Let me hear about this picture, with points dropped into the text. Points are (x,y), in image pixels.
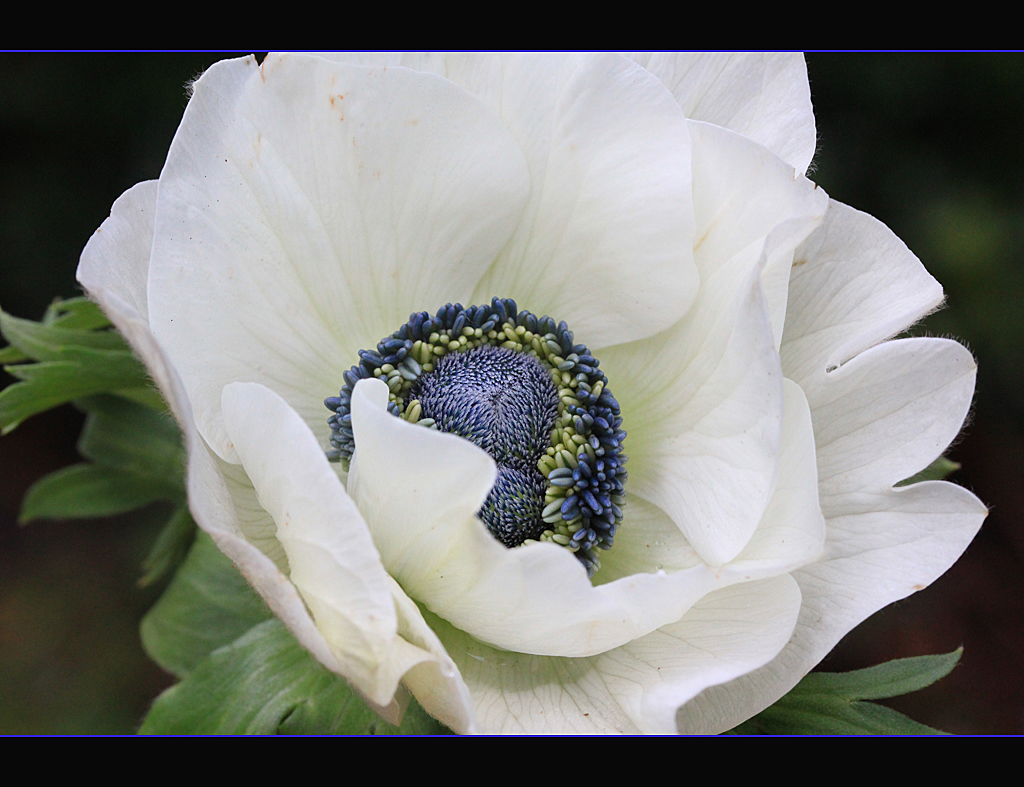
This is a photo. In the center of the image (599,282) we can see a flower (653,453). In the background (39,438), the image is blurred.
